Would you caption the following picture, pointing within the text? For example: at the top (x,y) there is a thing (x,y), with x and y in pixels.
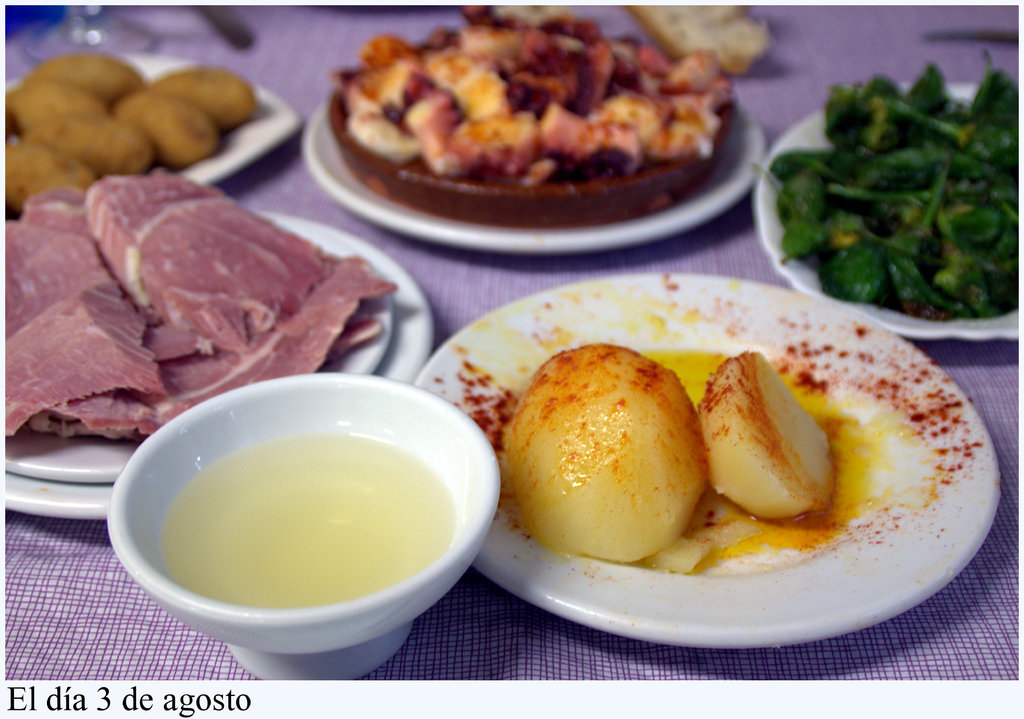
In this image there are food items (173,199) on the plates (517,541), a bowl (271,436) with a liquid (271,503) in it, and there are some items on the table (248,175), and there is a watermark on the image.
